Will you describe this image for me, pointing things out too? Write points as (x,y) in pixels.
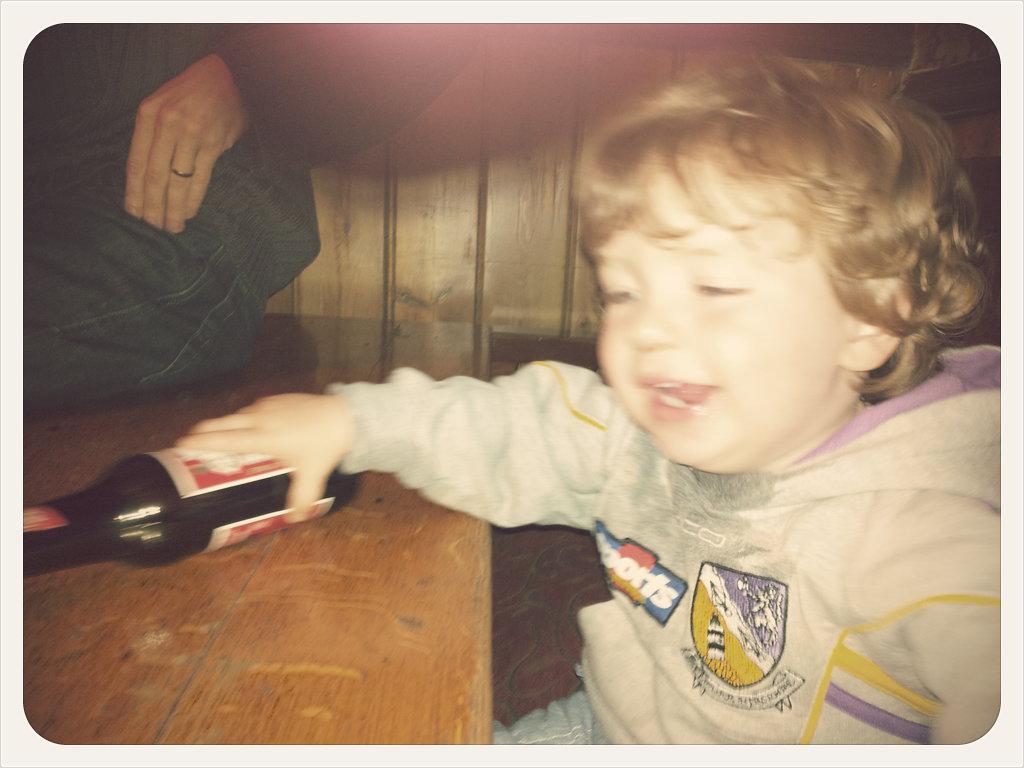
A child (714,599) wearing a grey hoodie (705,507) is holding a bottle (209,510). And bottle (207,530) is on the table (328,609). And a person (192,251) is sitting at the table (113,406).
